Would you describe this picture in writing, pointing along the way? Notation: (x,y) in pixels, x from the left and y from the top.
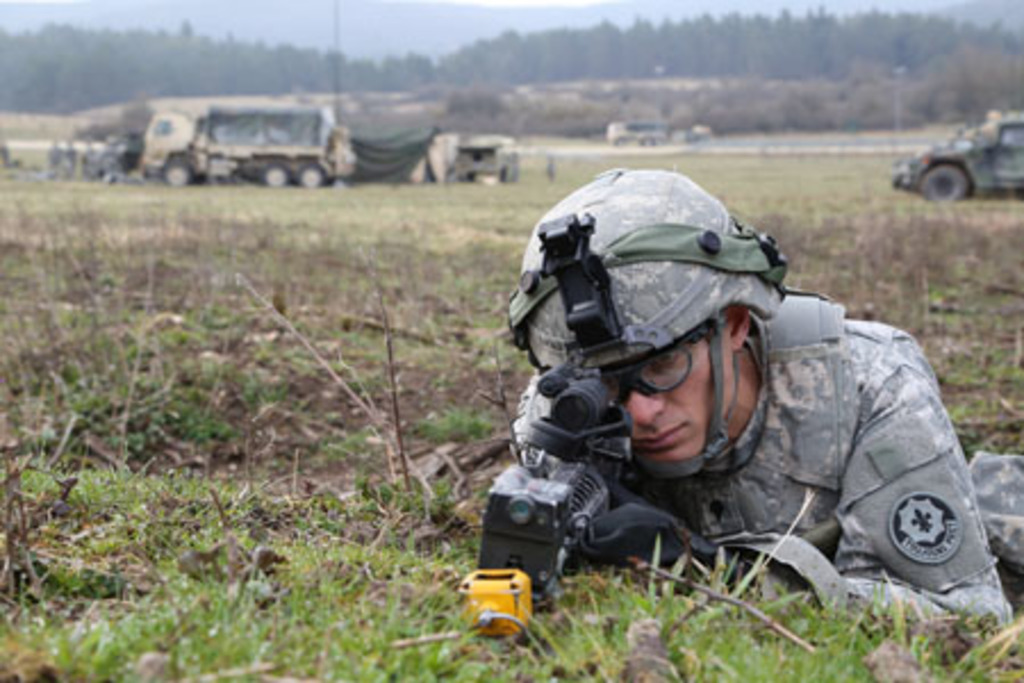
In this image we can see a man (777,512) wearing the military uniform (866,438) and holding the gun (572,427). We can also see the vehicles (458,168) and trees (552,61) and also the sky (265,13) in the background (291,52) and at the bottom (172,466) we can see the grass (50,321).
